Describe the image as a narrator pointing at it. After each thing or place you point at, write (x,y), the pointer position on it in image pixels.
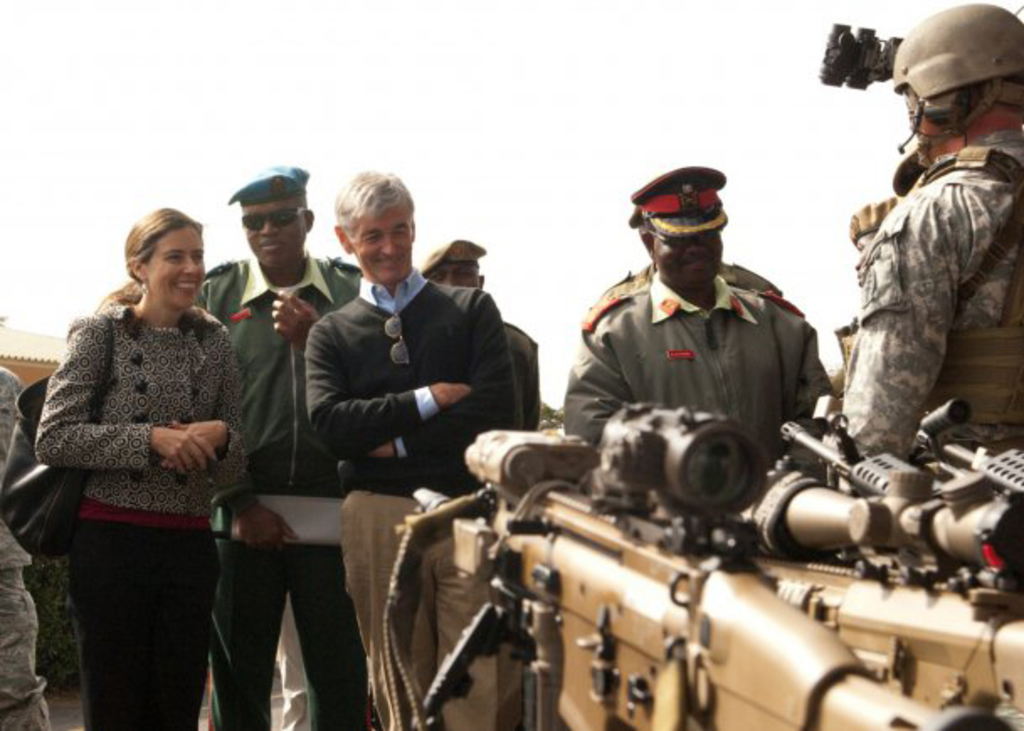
In the picture I can see a few persons (473,265). I can see a man (320,379) on the left side (320,379) is wearing a sweater (416,364) and there is a smile (387,256) on his face (387,256). There is a woman (157,356) on the left side (126,444) is carrying a black color bag (42,398) and she is smiling as well. It is looking like a defense force rifles (796,492) on the right side (799,544).
